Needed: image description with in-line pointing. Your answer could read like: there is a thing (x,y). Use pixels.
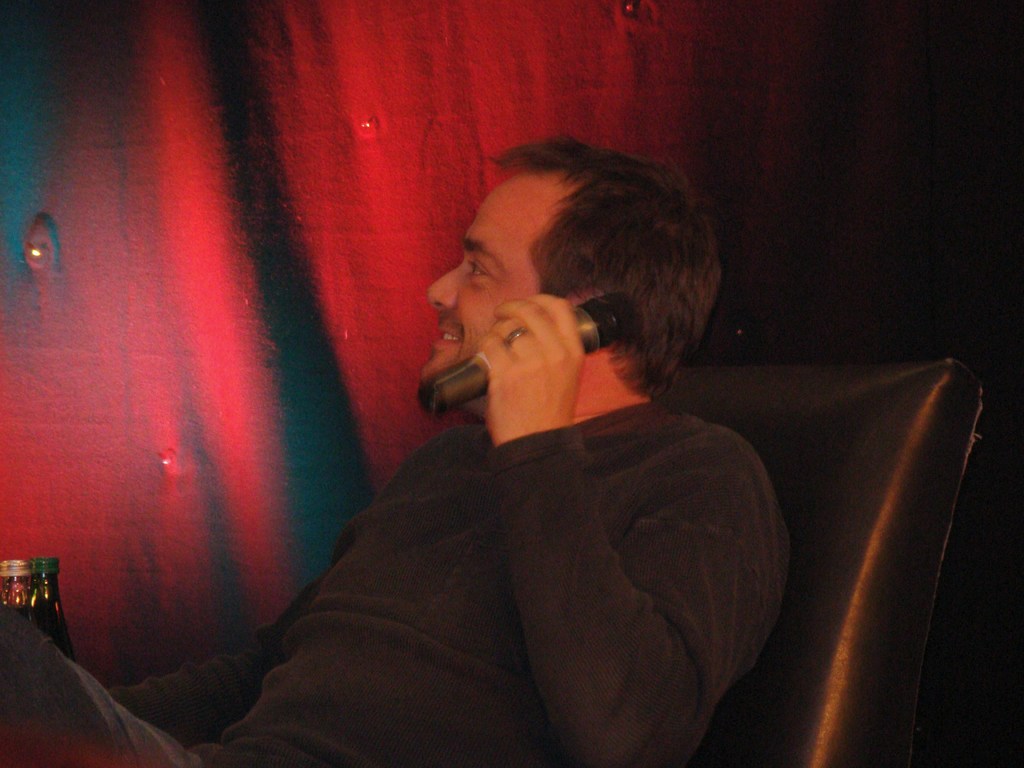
A person (508,510) is sitting on a chair (844,597), holding a mic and is smiling. There are two bottles (56,560) in the left (15,570). In the background (266,153) there is a red curtain (306,218).
